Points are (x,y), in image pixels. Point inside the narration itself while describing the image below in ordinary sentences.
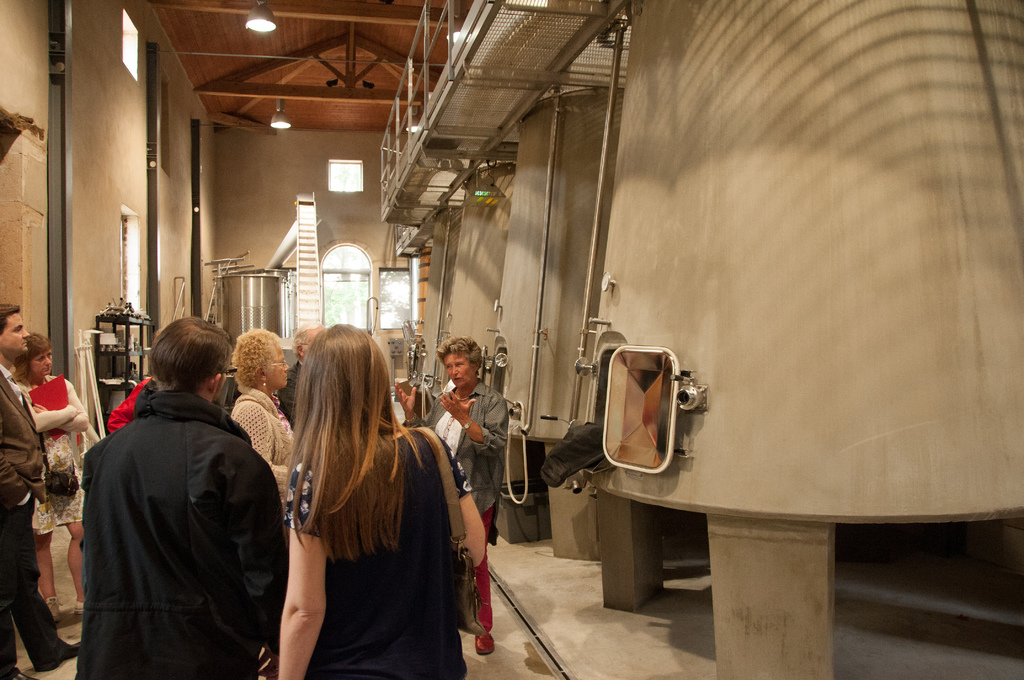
In this image there are people (379,466) standing, on the right side (933,443) there are tanks (663,225), in the background (269,163) there is a wall (294,175), ladder (306,317) and a tank (283,303), at the top (250,118) there is a wooden roof (315,64) and lights (259,24).
